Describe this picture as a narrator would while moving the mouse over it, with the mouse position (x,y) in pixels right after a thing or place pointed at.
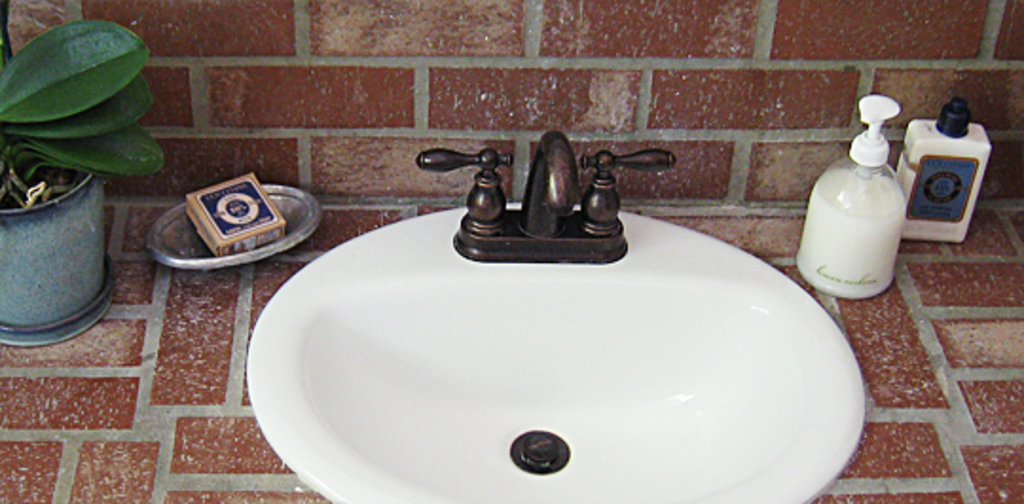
In this image there is washbasin (406,358), tap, bottles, soap box (232,199) on the soap tray (287,218), plant (38,59) on the cabinet (147,364).
